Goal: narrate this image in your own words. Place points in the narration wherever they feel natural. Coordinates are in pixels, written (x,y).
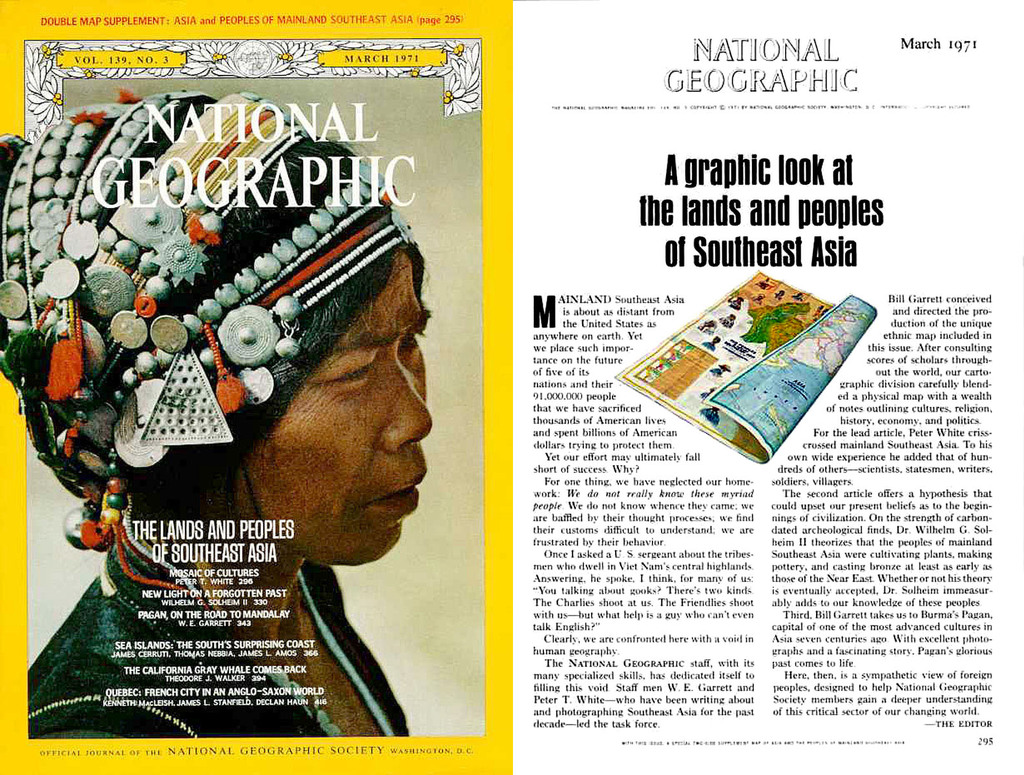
In the image we can see there is a newspaper clipping (477,520) and in front (285,720) there is a picture (290,435) of a woman (406,447). Beside there is a matter (942,465) and its written ¨Graphics Look At The Lands And Peoples Of Southeast Asia¨ on the top (834,81) its written ¨National Geographic¨.
